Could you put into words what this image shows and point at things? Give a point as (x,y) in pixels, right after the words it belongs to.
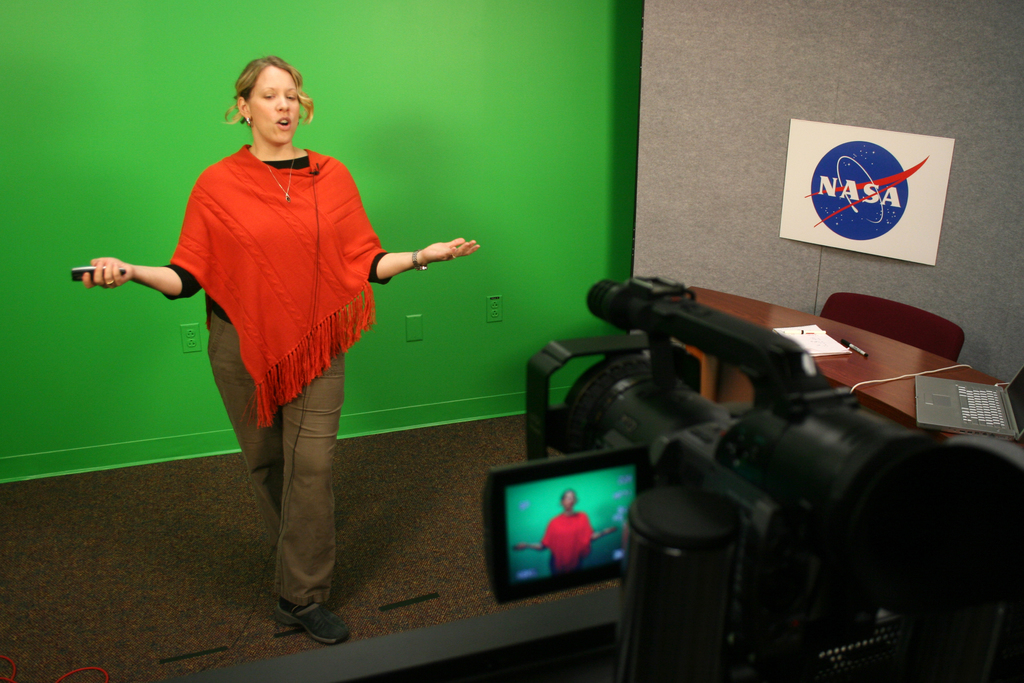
In this image there is a woman (300,601) standing and wearing a red scarf (229,268) is having a watch (424,266) to her hand (406,256). At the right side (900,356) there is a camera (620,297) and table (867,346) on which laptop (1002,397), book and pen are there. At the background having poster (942,149) written with the text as nasa.
